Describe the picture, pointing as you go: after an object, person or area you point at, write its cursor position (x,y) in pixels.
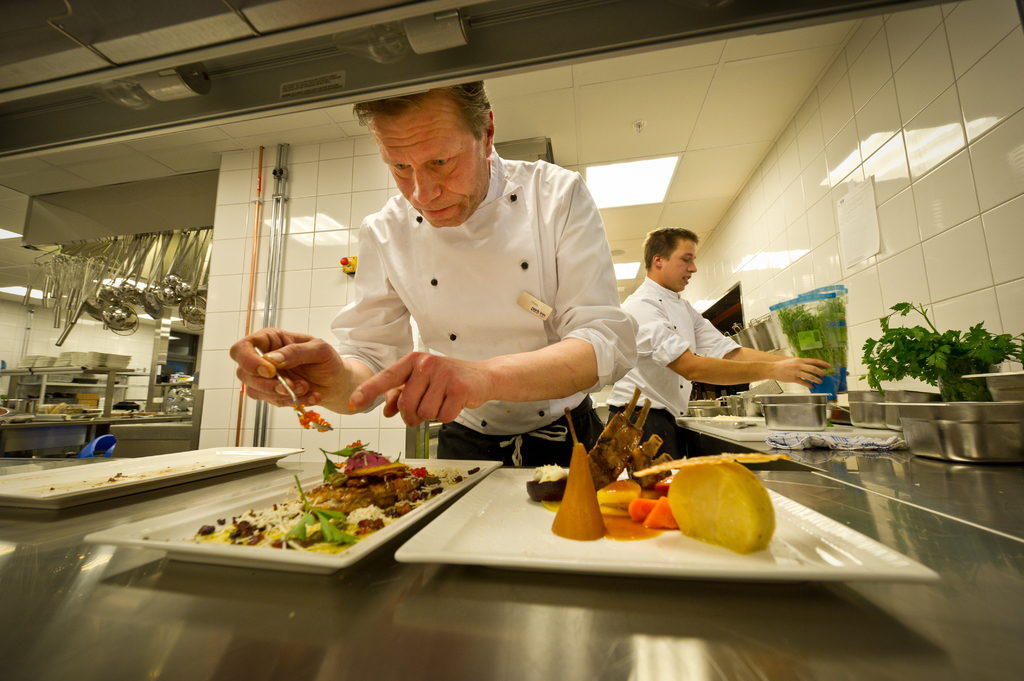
In this image, we can see two men (558,336) standing, we can see white tray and there are some food items (585,510) in the trays (471,524), we can see the walls (876,118).
